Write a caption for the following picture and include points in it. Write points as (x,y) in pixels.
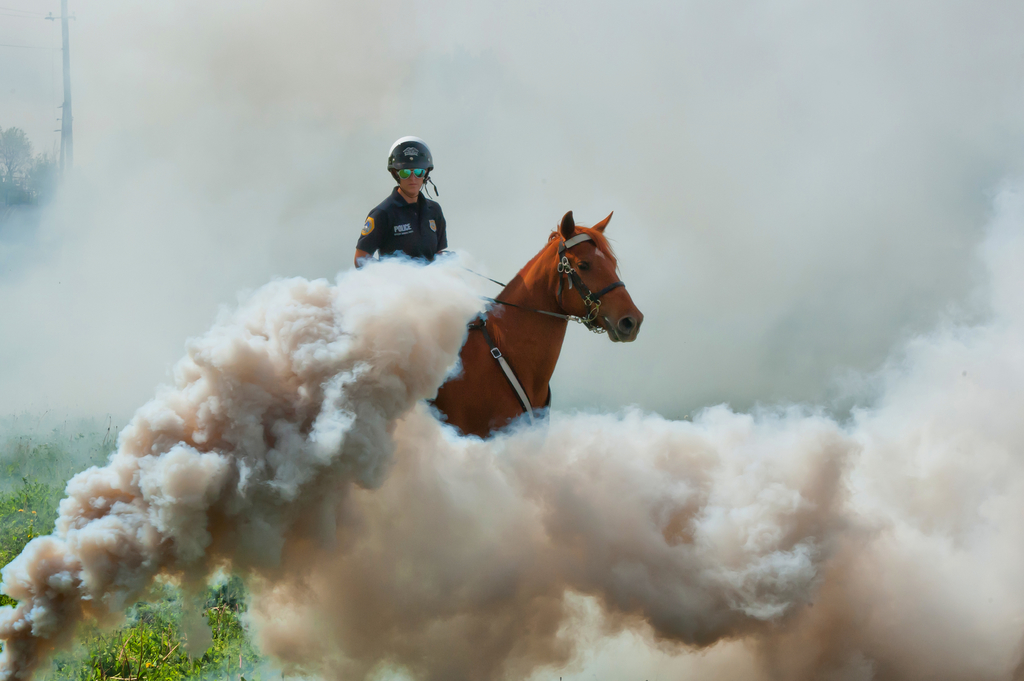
In this picture I can observe a man (407,229) sitting on the horse (515,325). The horse (515,337) is in brown color. The man (433,245) is wearing spectacles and helmet (403,162) on his head (417,186). I can observe some smoke (287,365) in the picture.
